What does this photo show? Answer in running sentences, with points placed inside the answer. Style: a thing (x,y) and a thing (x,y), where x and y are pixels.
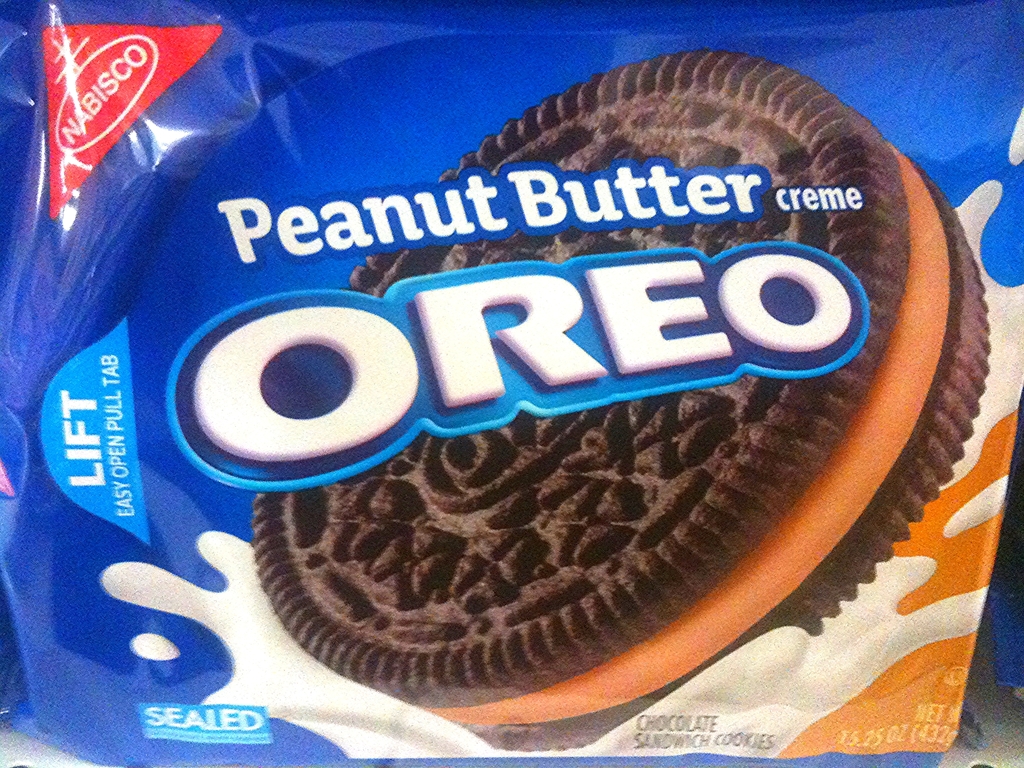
In this image we can see a blue color cover (430,327) with some text (445,322) on it and here we can see the biscuit image (539,498) on it.
